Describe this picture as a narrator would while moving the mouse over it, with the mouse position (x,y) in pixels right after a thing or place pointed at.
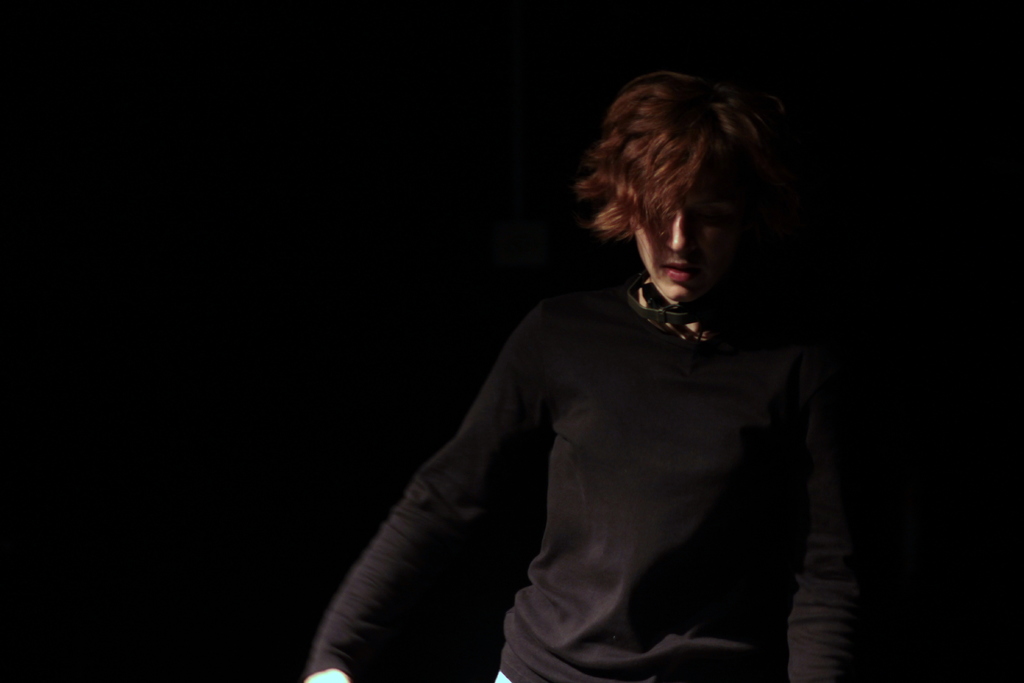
In this image in the front (569,391) there is a person (580,414) wearing a black colour dress (616,440).
